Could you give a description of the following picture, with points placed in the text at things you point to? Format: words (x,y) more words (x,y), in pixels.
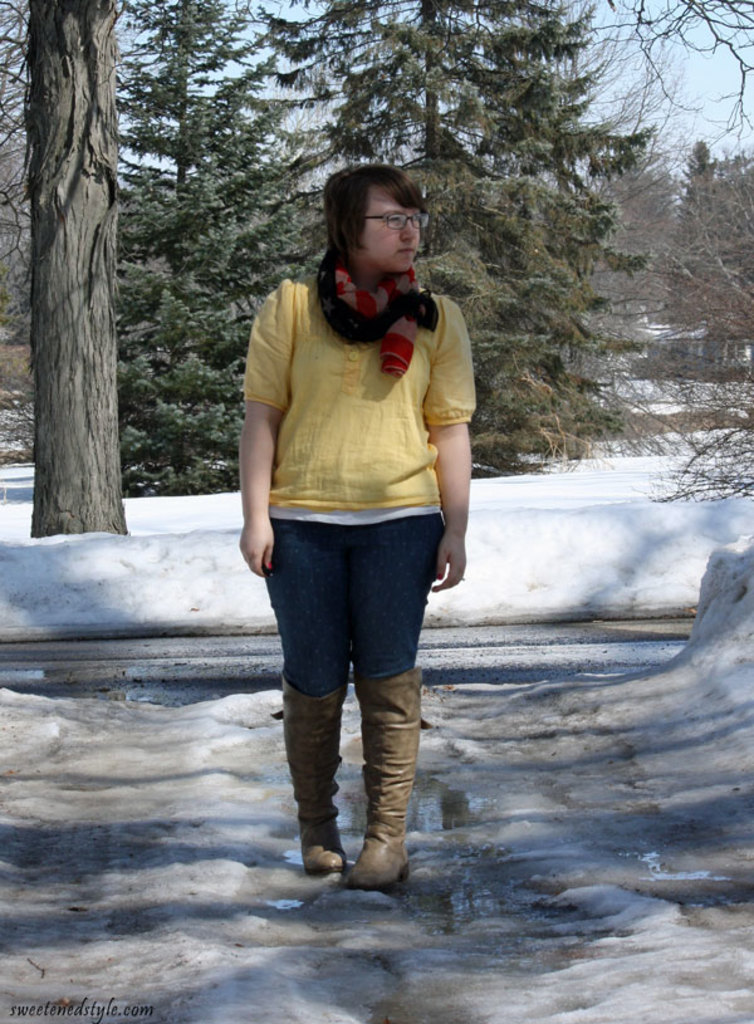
In this image we can see woman (331,275) standing on the snow (294,860). In the background (519,164) we can see sky (661,128), trees (481,91) and snow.
